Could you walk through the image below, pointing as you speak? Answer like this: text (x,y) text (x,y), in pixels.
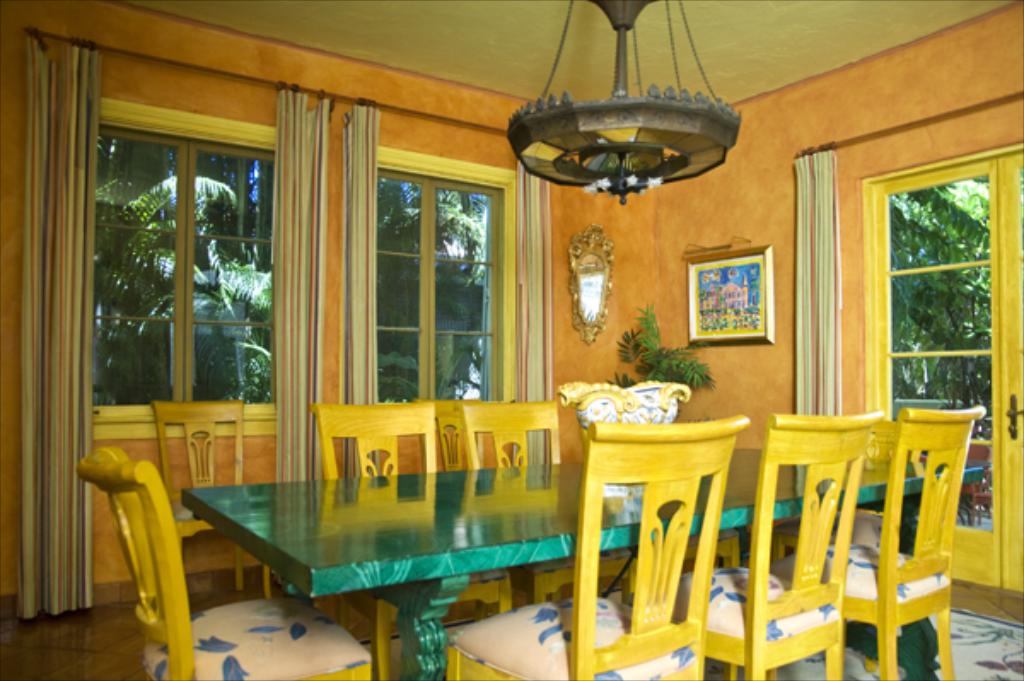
There is a green color table (317,507), on which, there is an object (561,394). Around the table (460,477), there are chairs (938,555) arranged. Above them, there is a light (619,24) which is attached to the ceiling (741,23). In the background (767,260), there is a photo frame (726,288) and a mirror (591,278), which is attached to the wall (762,185), which is having glass door (907,256) and glass windows (149,260). They are having curtains (307,249). Through these windows (406,290), we can see, there are trees (386,241) and other objects (987,453).
